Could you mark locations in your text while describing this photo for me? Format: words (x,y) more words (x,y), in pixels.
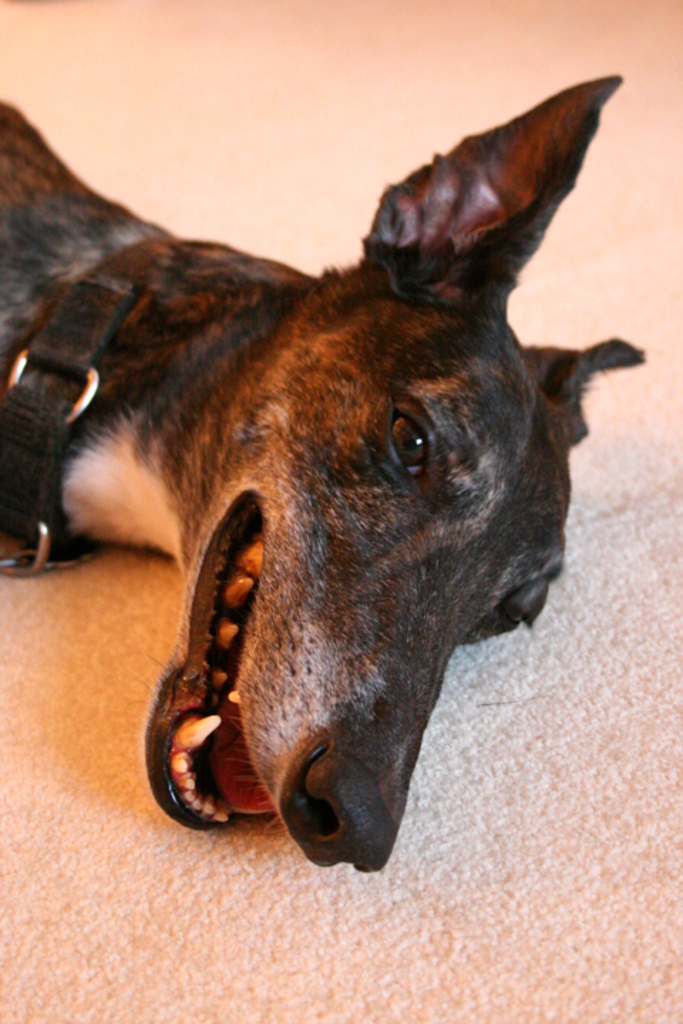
There is a black dog (367,586) on the white surface (339,882).
